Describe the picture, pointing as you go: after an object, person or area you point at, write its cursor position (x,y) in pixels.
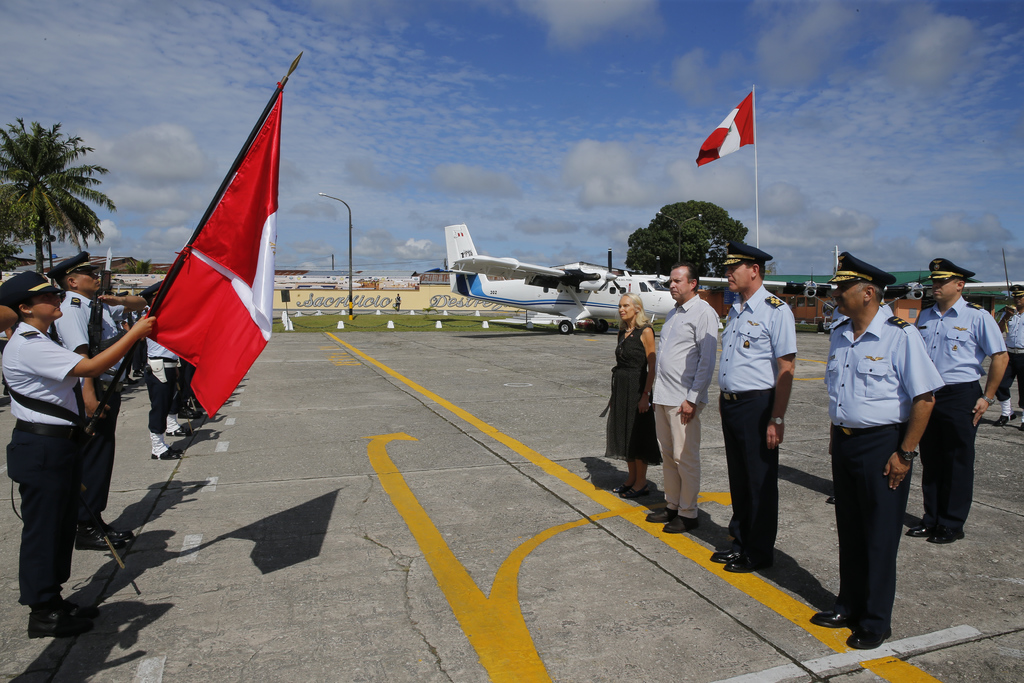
In the foreground of the picture (78,330) there are soldiers (871,352), people (842,336). On the left (50,375) there is a person (44,365) holding flag (221,254). In the background (85,232) towards left (162,269) there are trees (40,170), buildings (347,280), street light (351,264), grass (359,322) and wall (293,302). In the center of the picture (493,256) there are aircraft (605,279), trees (724,250) and a flag (732,139). Sky (763,130) is sunny.
